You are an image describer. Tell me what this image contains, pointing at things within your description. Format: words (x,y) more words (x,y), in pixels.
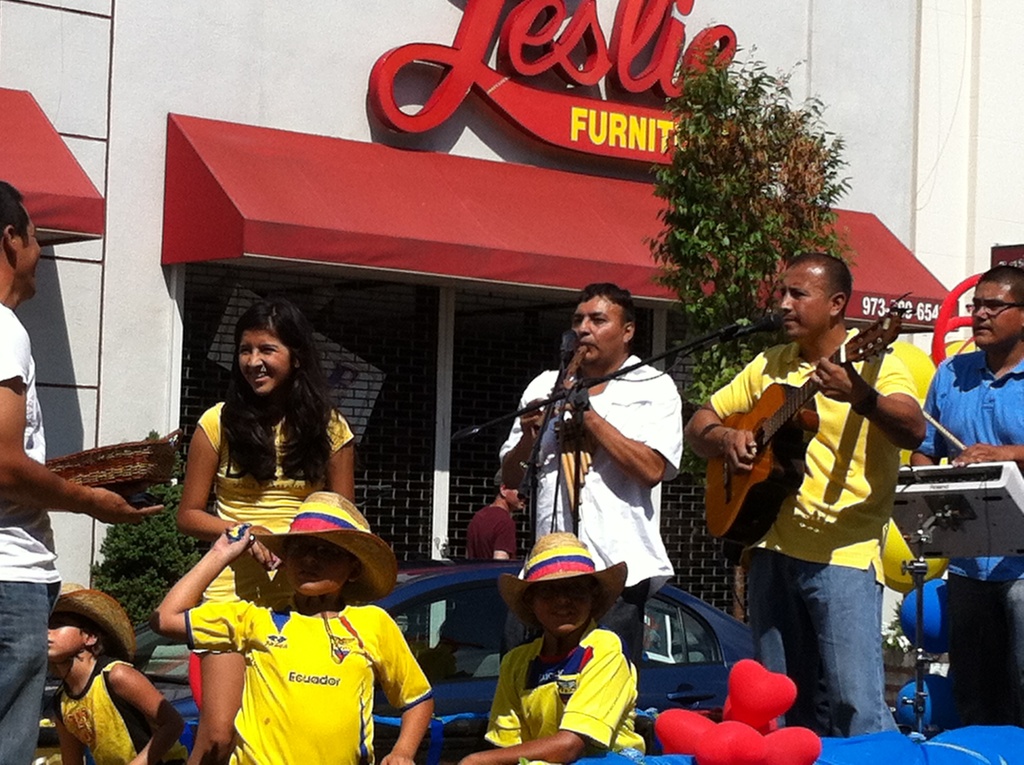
There are few people (805,508) on the stage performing by playing musical instrument (760,456). In front of them there are few people (197,574) sitting and standing. Behind them there is a building (404,227), tree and vehicle (438,641).
